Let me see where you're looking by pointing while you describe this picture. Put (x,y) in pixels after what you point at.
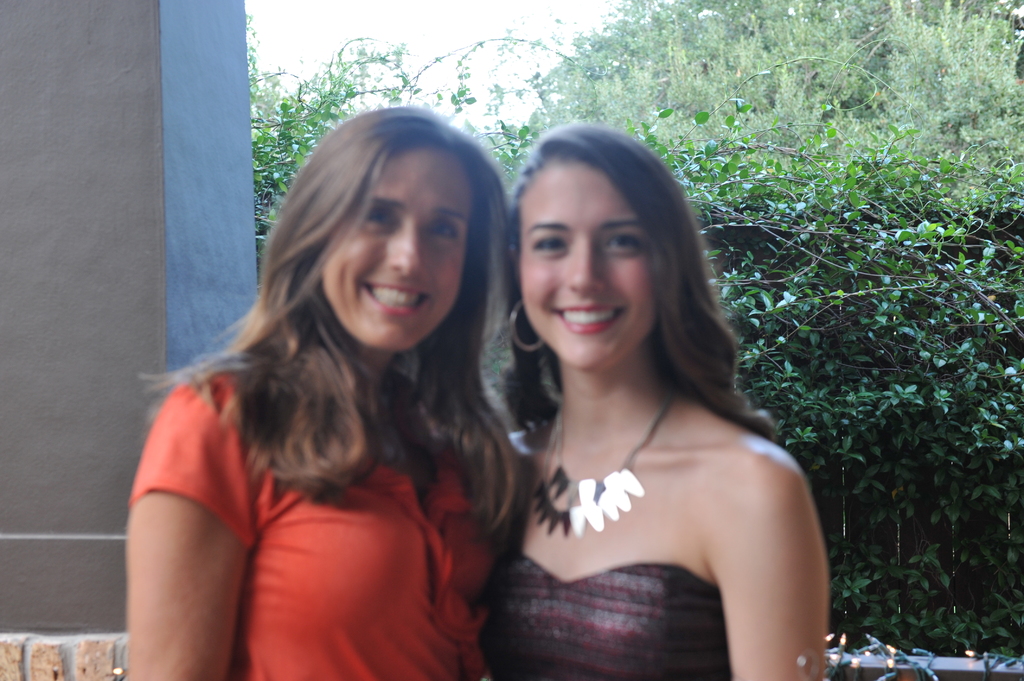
In this image, we can see two persons (723,491) wearing clothes (296,512). There is a wall (97,305) on the left side of the image (88,279). In the background of the image (640,57), there are some plants (899,209) and trees (688,56).
